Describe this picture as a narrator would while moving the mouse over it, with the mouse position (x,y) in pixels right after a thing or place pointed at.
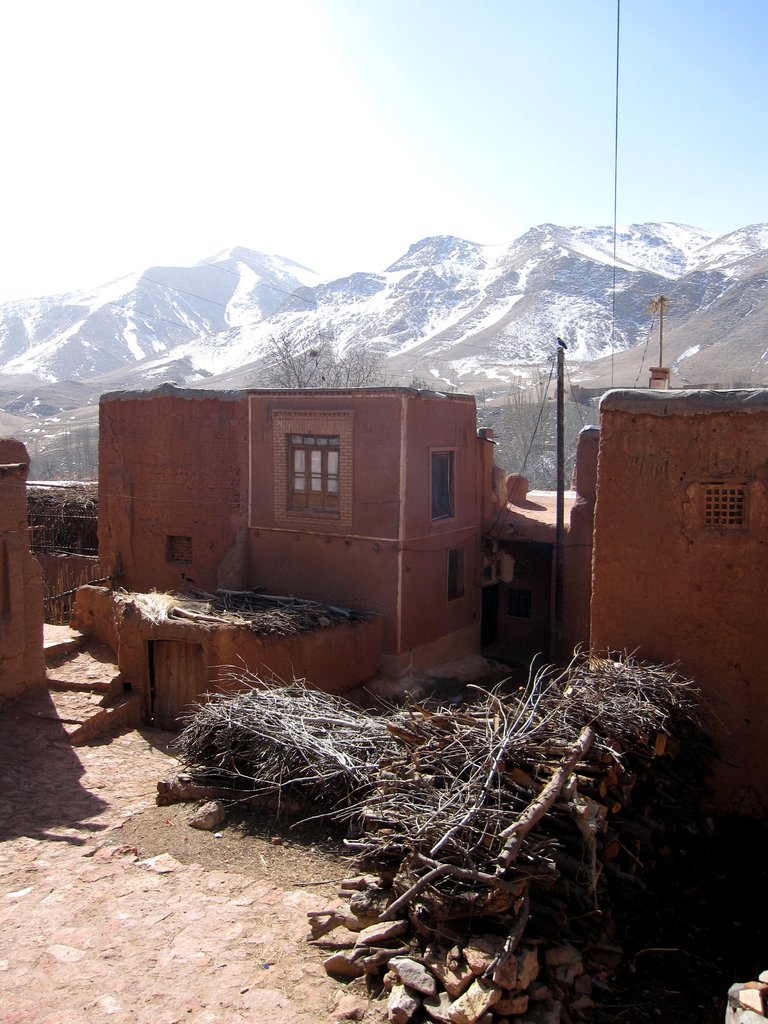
In this image we can see some buildings (378,590) with windows (314,507). On the bottom of the image (428,801) we can see some stones (439,976) and branches (435,796) of the trees (443,757). On the backside (371,323) we can see the mountains (378,294) covered with the snow (456,301) and the sky (241,208) which looks clear.
